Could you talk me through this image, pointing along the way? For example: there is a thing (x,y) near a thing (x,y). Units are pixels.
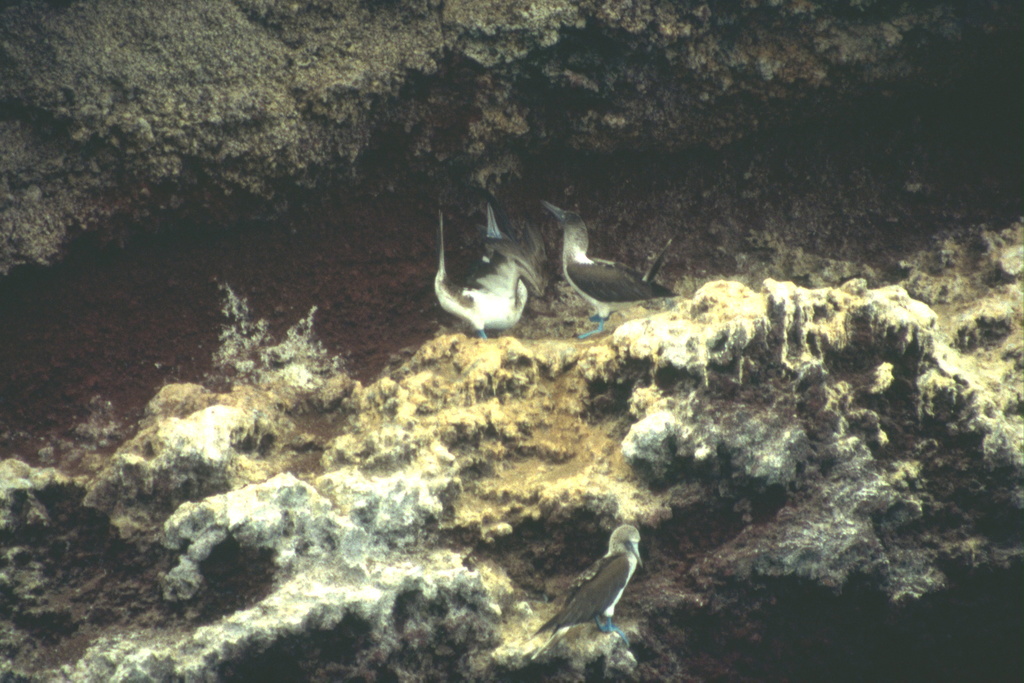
In the center of the image (477,286) we can see birds (632,554). In the background (453,150) there are rocks (660,430).
